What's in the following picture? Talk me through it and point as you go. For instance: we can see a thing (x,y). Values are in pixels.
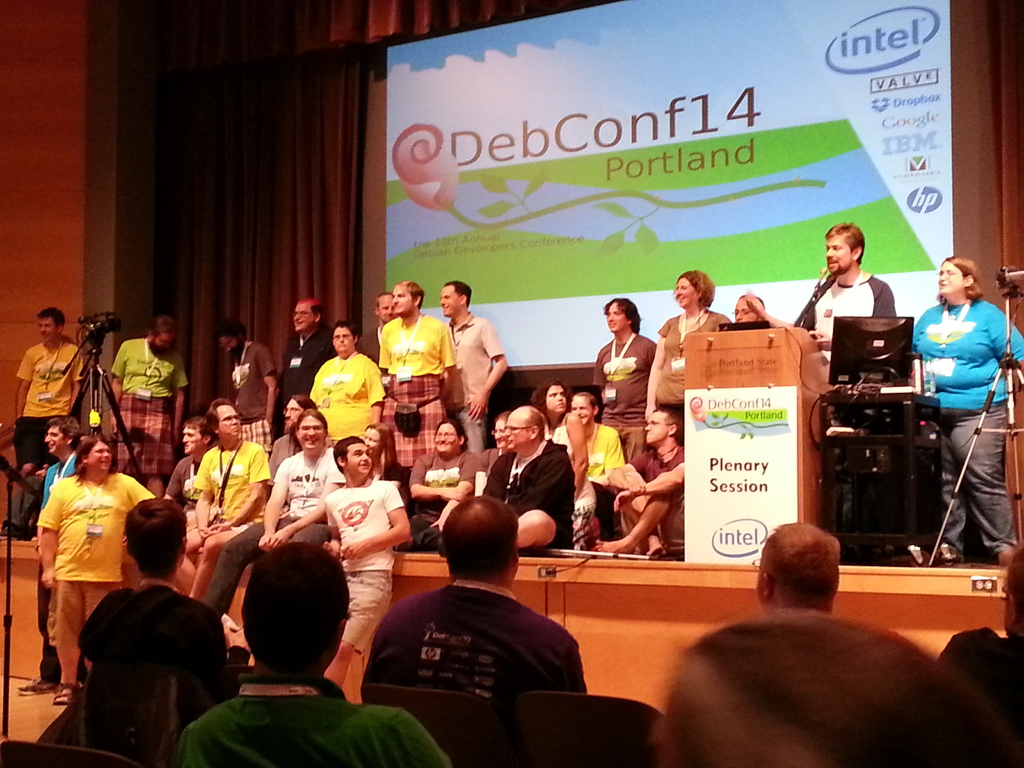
As we can see in the image there is a wall (24,173), curtains (216,258), screen (785,97), few people (807,548) here and there, laptop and there is camera (84,329).
